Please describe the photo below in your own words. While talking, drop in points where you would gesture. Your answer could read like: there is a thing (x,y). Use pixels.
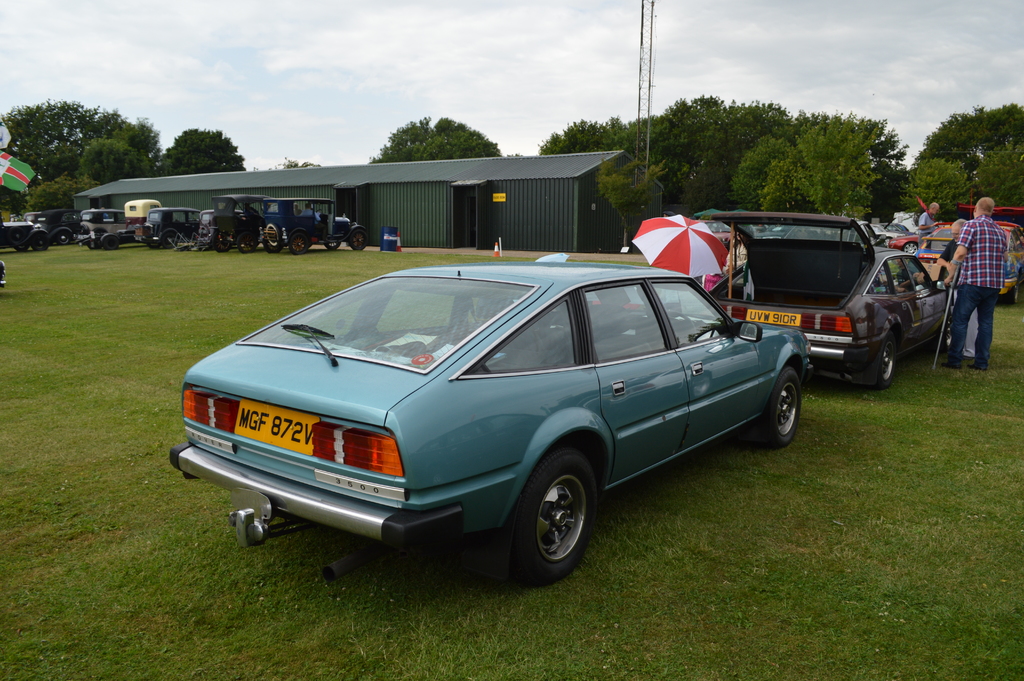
In this picture I can see vehicles (455,364) on the green grass (313,590). I can see the umbrella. I can see people (957,242) standing on the green grass (916,423). I can see trees (685,158). I can see clouds (449,56) in the sky (466,43). I can see shed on the left side (318,174).
